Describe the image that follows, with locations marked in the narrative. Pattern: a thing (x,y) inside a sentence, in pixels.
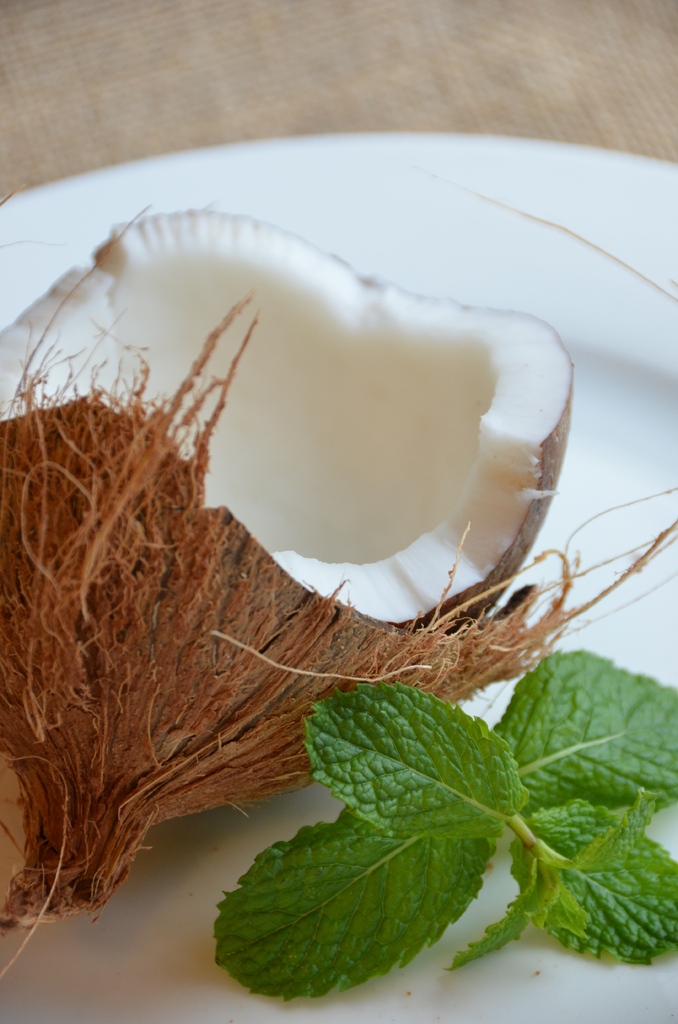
In this image I can see the coconut (290,604), mint leaves (463,746) in the white color plate (489,250). Background (295,69) is in brown color.
